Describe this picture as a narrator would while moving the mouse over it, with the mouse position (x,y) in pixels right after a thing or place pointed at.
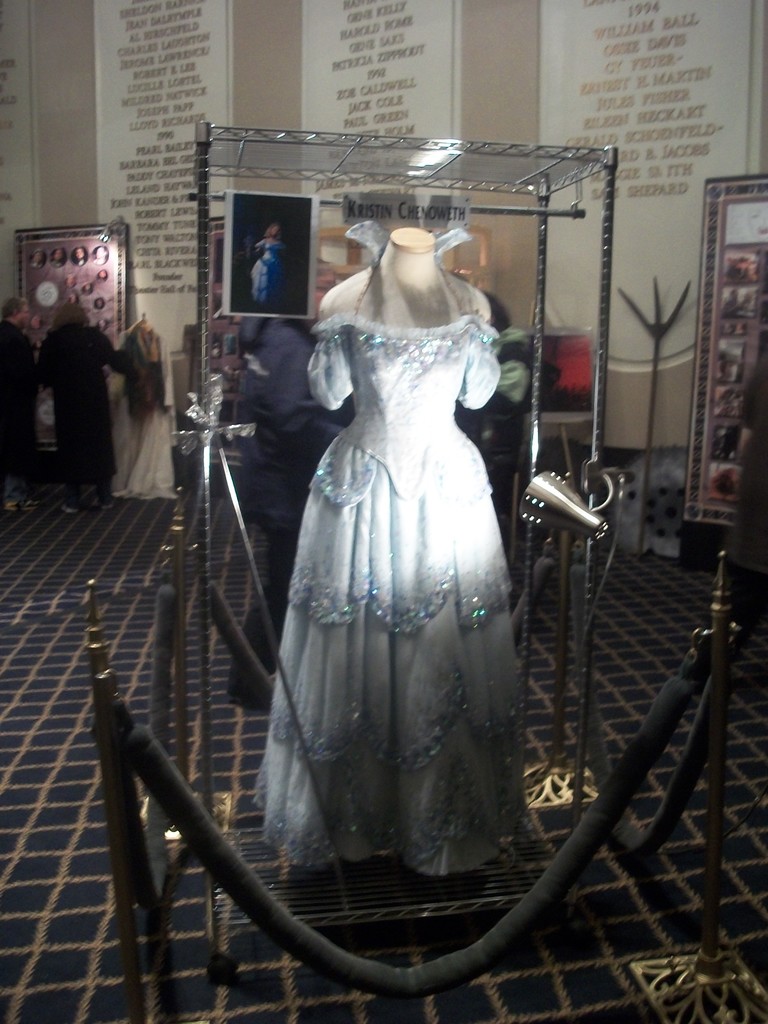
In this picture we can see a mannequin (366,704) on a platform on the ground (607,641), here we can see a fence (564,726), rack (583,714), poster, stick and frames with photos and some objects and in the background (308,44) we can see people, mannequin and a wall (550,25), on this wall (356,11) we can see some text (572,146) on it.
